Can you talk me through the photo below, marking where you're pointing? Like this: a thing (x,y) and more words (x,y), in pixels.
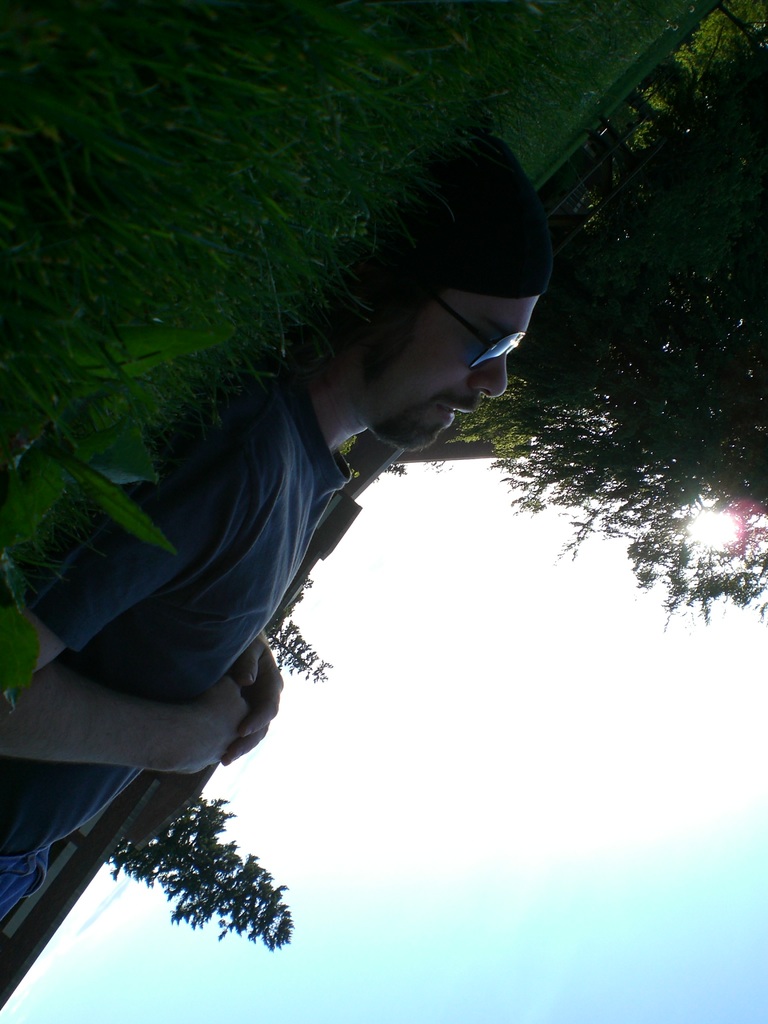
In this picture we can see a man (67,834) wore cap (513,277) and lying on the grass (296,103) and beside him we can see trees (623,180), wall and in the background (369,766) we can see the sky (397,936).
